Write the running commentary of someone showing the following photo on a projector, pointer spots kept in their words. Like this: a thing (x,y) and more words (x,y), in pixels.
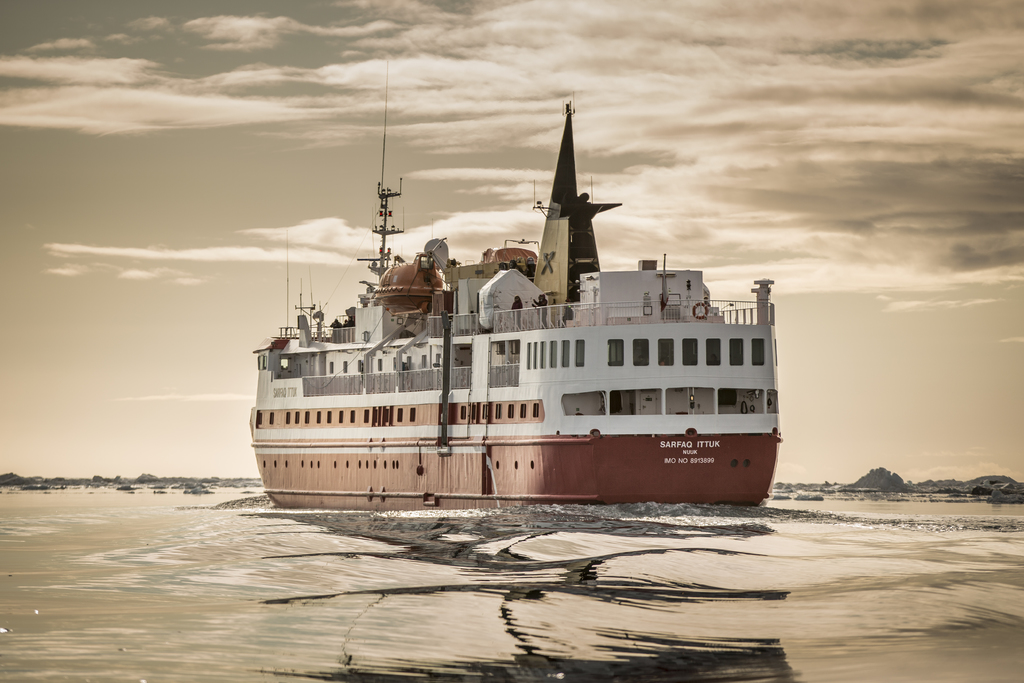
In this image I can see the ship (445,466) on the water (488,604). I can see the ship (564,484) is in white and brown color. In the background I can see the clouds (580,4) and the sky (264,230).
